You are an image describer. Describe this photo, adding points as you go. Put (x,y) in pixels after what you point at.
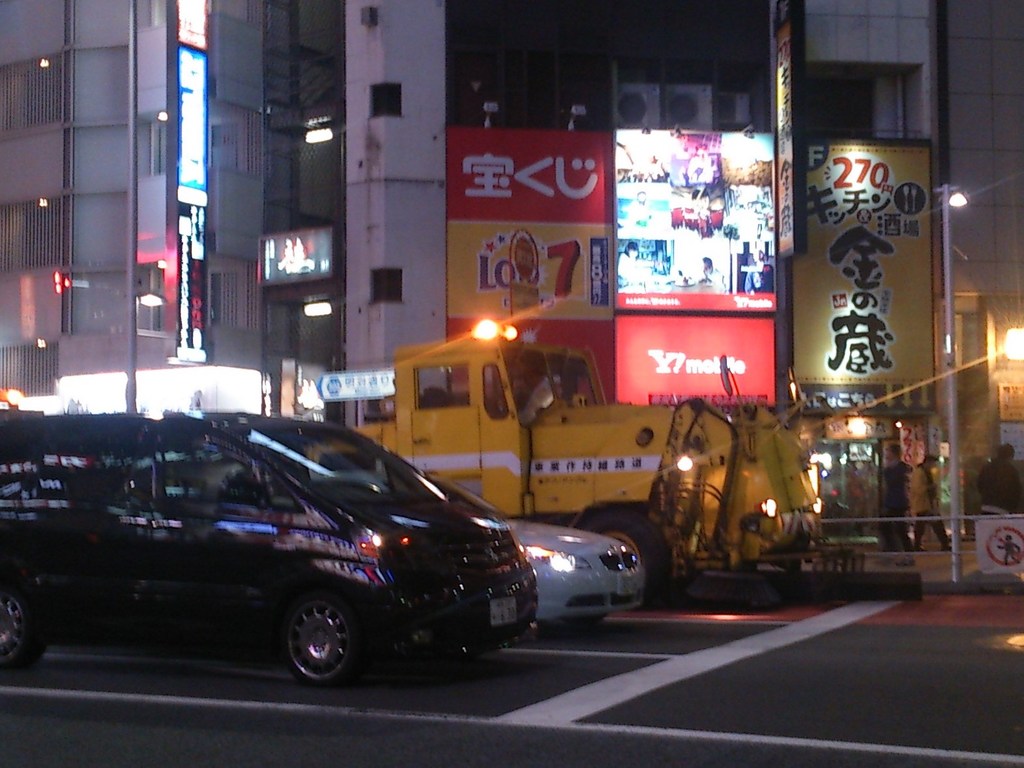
This is an image clicked in the dark. On the left side (98,526), I can see few vehicles (346,576) on the road (214,726). In the background (572,135), I can see a building (445,99) and few boards (670,223) with the lights (747,272). On the right side (992,471), I can see few people (933,502) are walking on the road (518,736) and there is a street light (953,464).
